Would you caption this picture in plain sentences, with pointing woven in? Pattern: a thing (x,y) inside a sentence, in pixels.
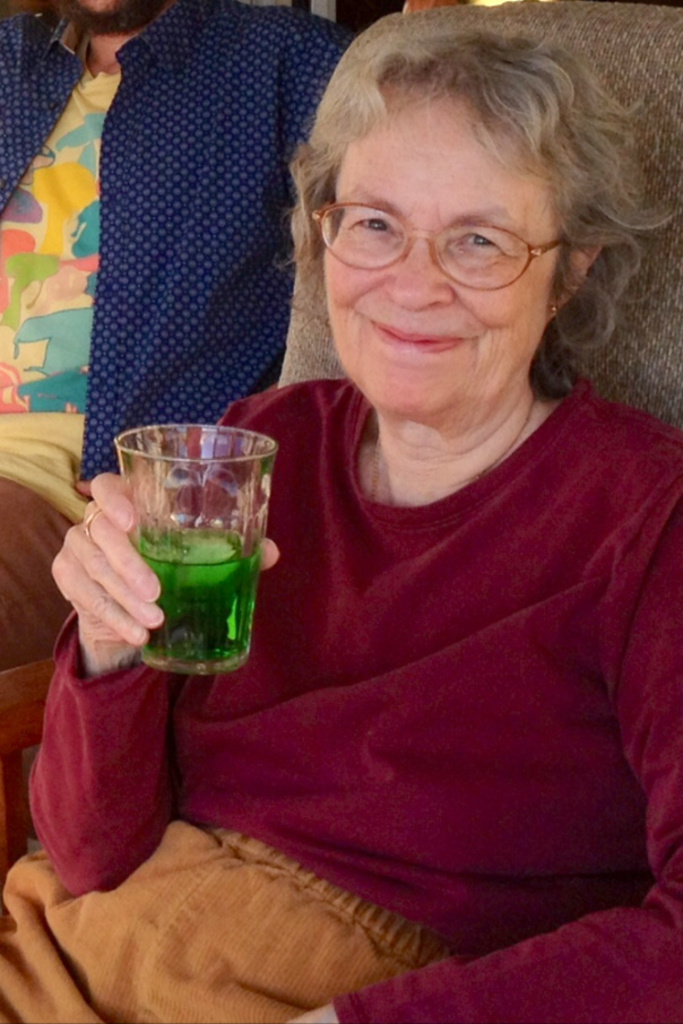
In the center of the image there is a lady (51,804) holding a glass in her hand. Besides her there is a man (4,250) wearing a blue color shirt (166,399).
